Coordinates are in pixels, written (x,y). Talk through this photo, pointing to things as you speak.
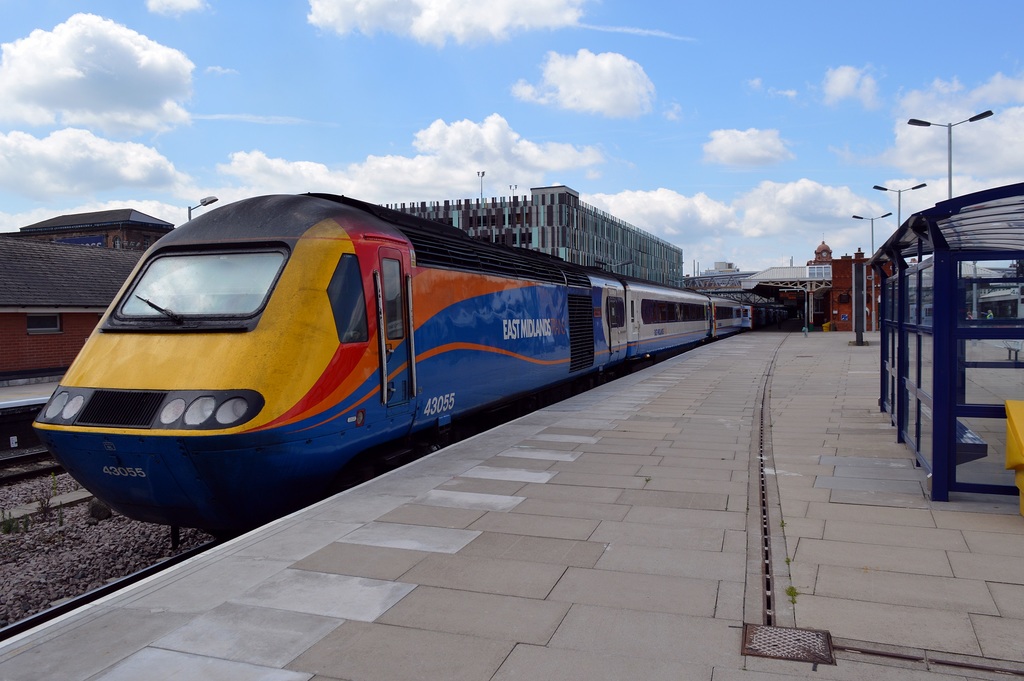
In this image we can see the buildings (834,279), one house (19,304), some poles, some lights (211,203) with poles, one bench (969,429), some object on the ground (778,328), some stones (89,548), one train (774,314) on the railway track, some small plants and grass (1,517) on the ground (349,574). At the top (979,92) there is the cloudy sky (192,166).
